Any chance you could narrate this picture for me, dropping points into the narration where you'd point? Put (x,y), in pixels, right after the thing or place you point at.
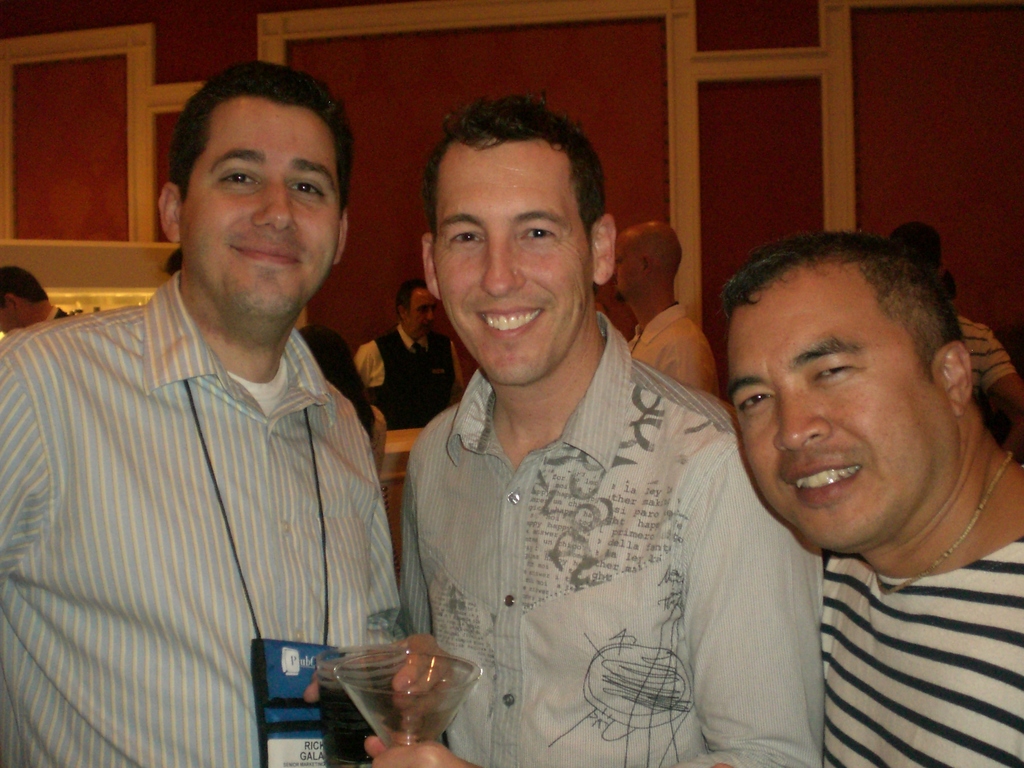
In this picture I can observe three men (564,427). All of them are smiling. One of them is wearing a tag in his neck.
